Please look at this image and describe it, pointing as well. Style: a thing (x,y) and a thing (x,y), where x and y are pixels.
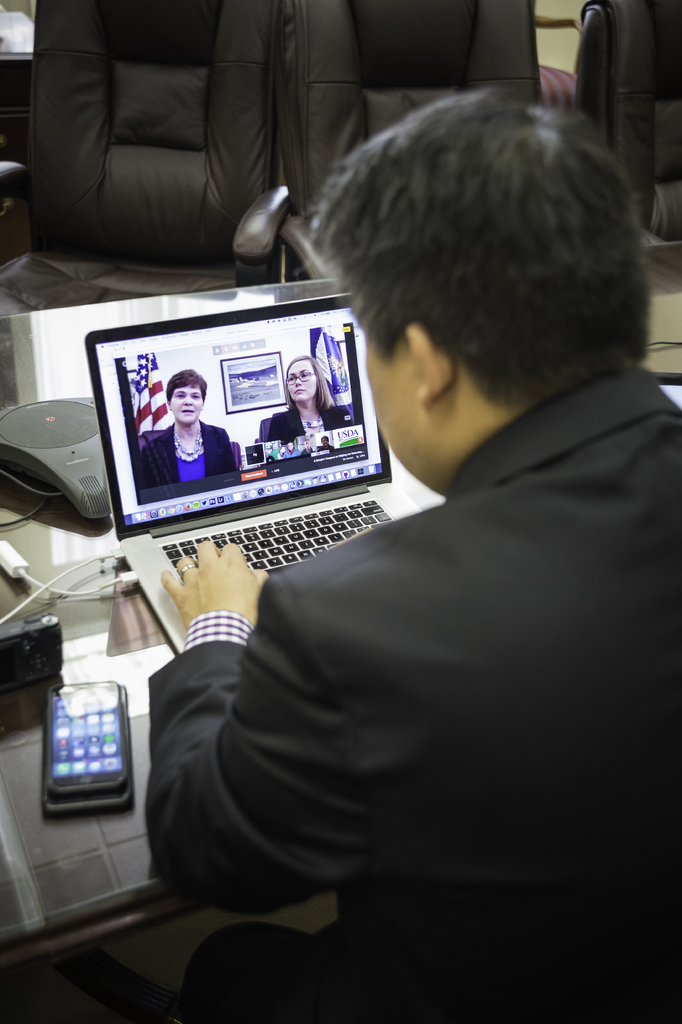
In this image I can see a man (274,587) and his hand (216,566) is on a laptop (262,454). Here on this table (63,869) I can see a phone (71,728) and in the background (236,79) I can see three chairs (414,48).
